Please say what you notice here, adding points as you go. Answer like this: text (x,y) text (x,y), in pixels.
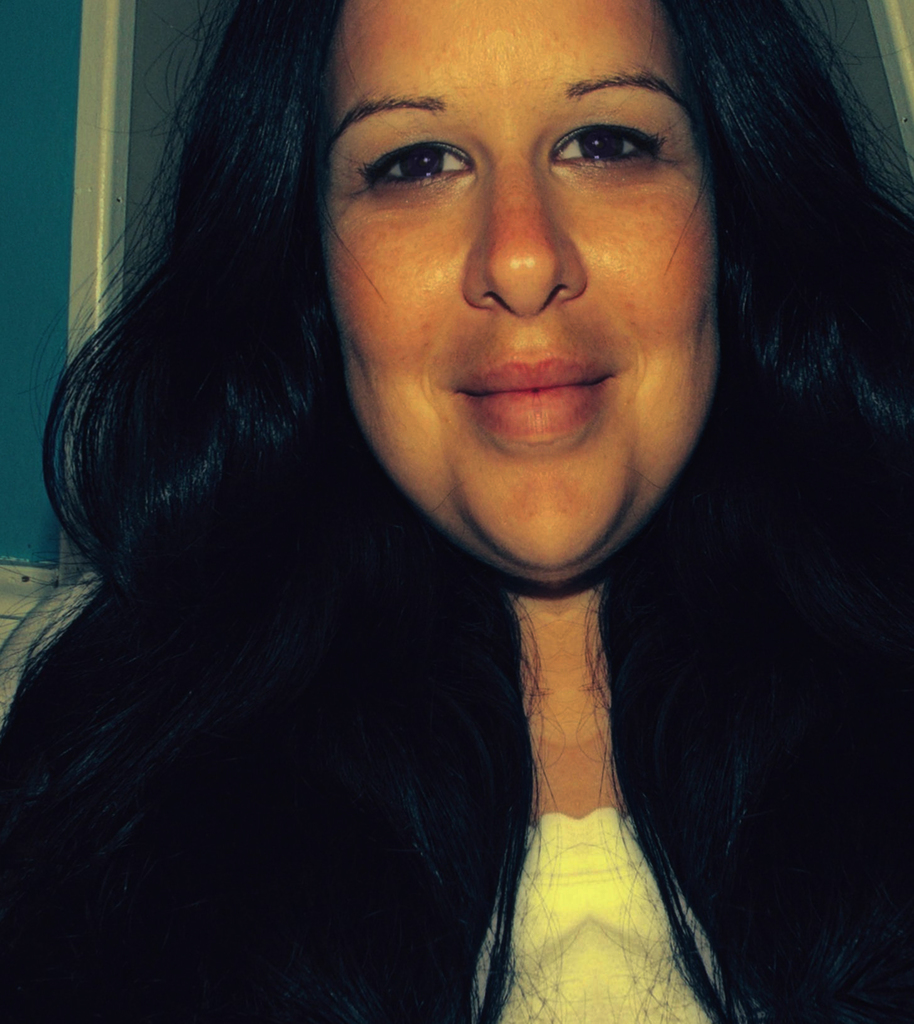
In this image I can see a woman (743,1013) is smiling.
